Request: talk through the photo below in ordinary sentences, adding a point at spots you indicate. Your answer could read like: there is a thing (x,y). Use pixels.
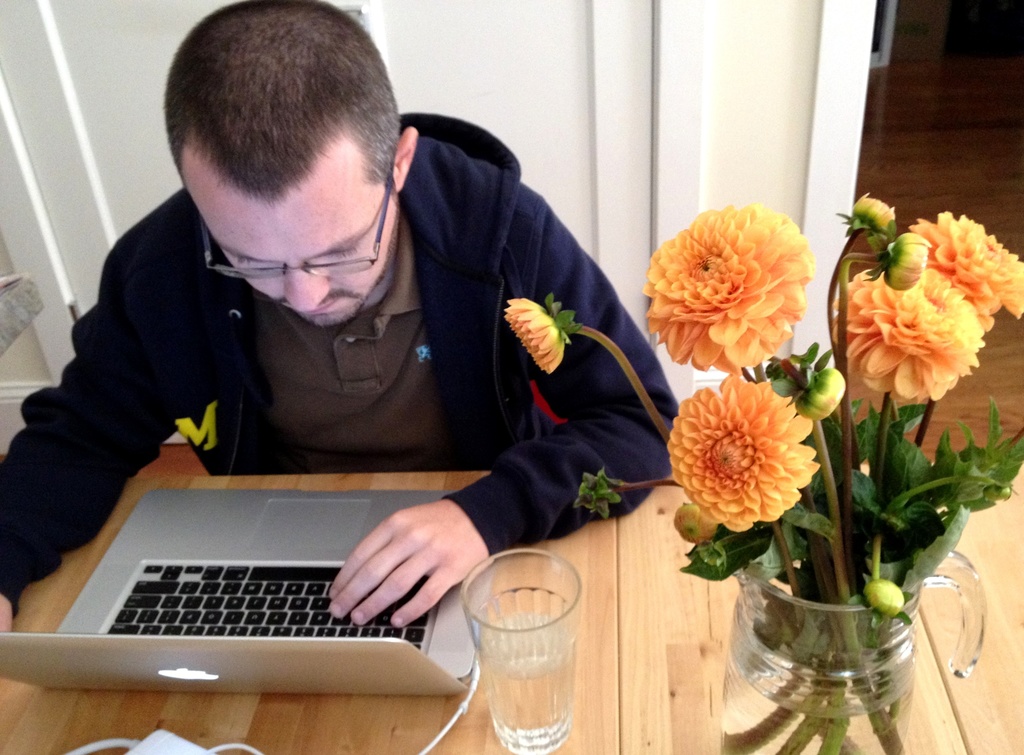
In the picture we can see a man (614,404) sitting on a chair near the table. On the table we can find a laptop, glass of water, and jug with flowers (795,316) and leaves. In the background (616,88) we can see a white cupboard (557,93).
